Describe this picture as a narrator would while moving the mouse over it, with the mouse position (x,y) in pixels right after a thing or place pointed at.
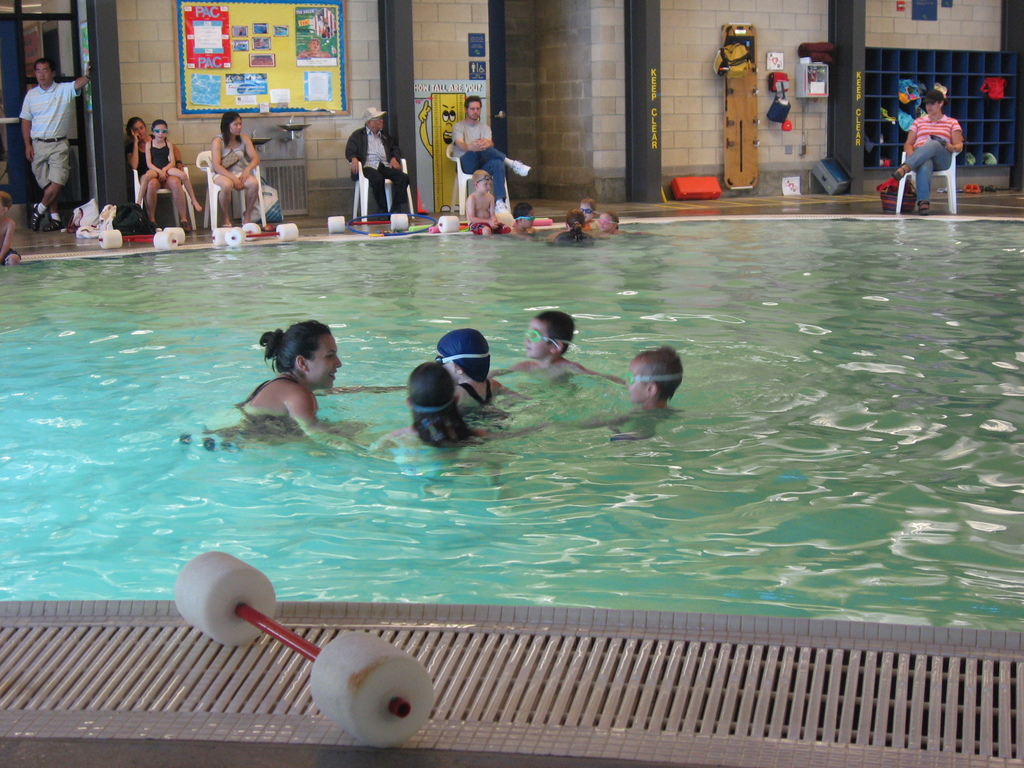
In this picture there are people (910,157), among them few people (932,114) sitting on chairs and few people (660,373) in the swimming pool (520,460) and we can see dumbbells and swimming pool grating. In the background of the image (453,77) we can see objects (911,84) in racks (985,64), boards (472,56) and posters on walls (766,52) and objects (736,30).
